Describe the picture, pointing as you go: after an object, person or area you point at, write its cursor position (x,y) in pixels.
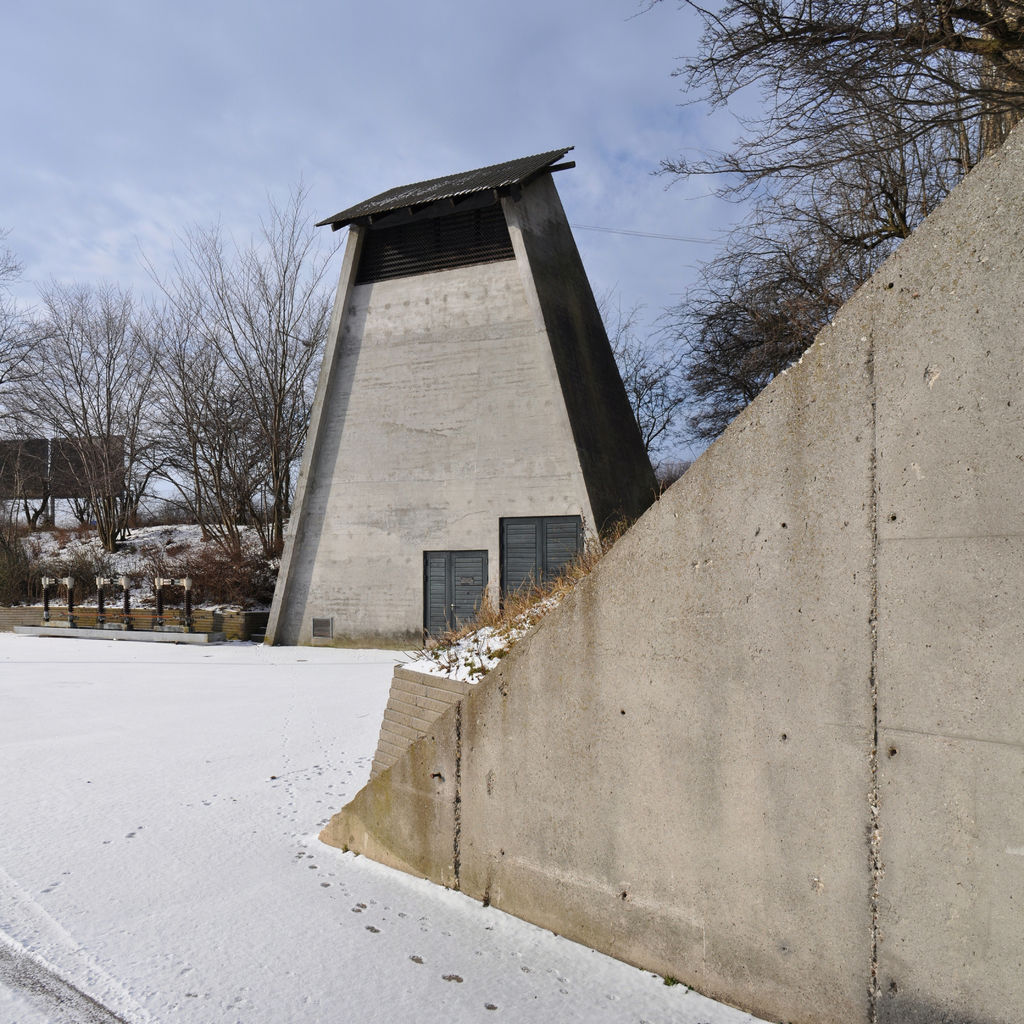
In this image we can see the wall (588,657) here, snow (227,788) on the road (124,910), an architecture building (449,504), trees (19,323), board (98,489) and sky (237,112) with clouds (242,208) in the background (412,66).
